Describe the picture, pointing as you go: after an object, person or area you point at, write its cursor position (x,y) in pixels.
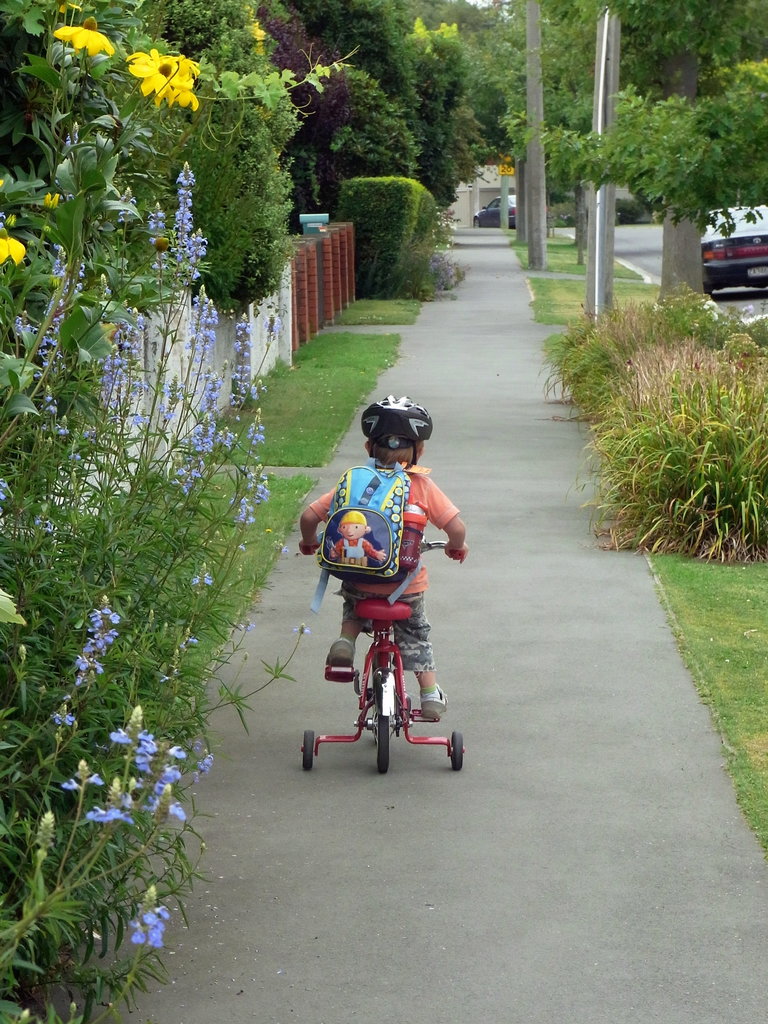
In the image we can see a child (404,593), wearing clothes (430,624), shoes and helmet (391,441). This child (414,596) is riding on the bicycle (380,718), on the footpath (549,707), this is a grass (690,593), plant (658,475), pole (612,268) and tree (397,63). We can even see a vehicle (704,251) on the road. This is a flower (95,27) and a school bag (354,525).
